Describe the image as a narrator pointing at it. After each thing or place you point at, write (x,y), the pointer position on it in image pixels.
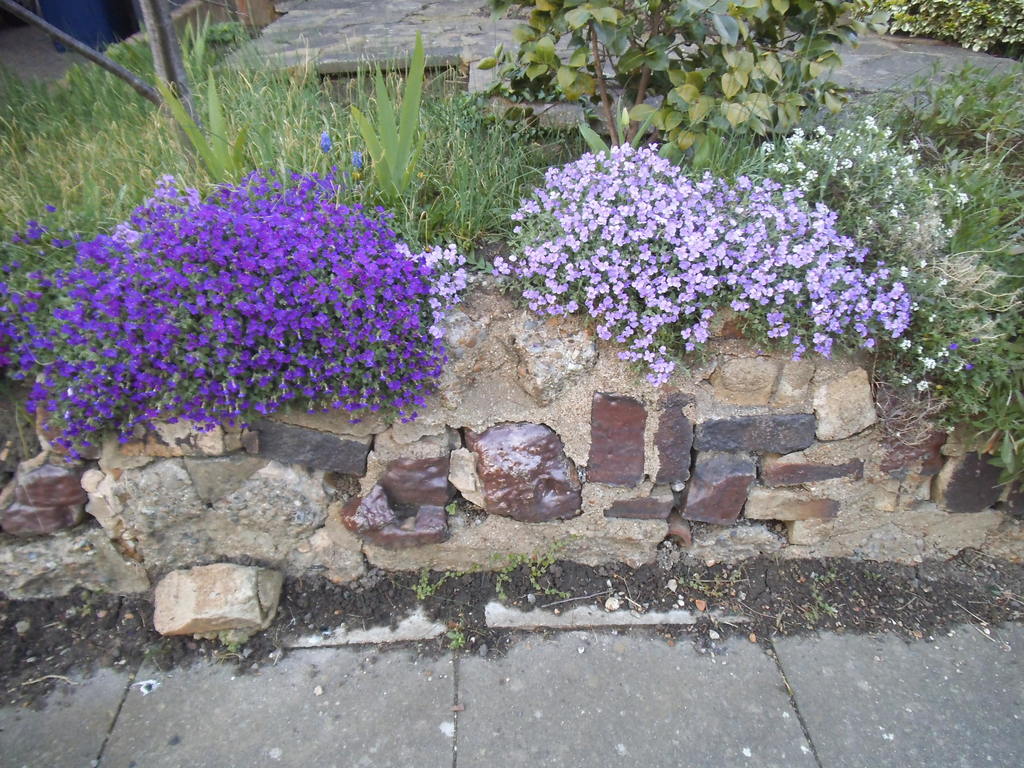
This picture might be taken outside of the city. In this image, in the middle (656,289), we can see a plant (843,254) with some flowers (841,258). On the left side (191,267), we can also see a plant (362,237) with some flowers (383,311). In the background (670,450), we can see some stones (675,449), grass (262,115), trees (736,122), plants (952,217), at the bottom (695,643), we can see a land (780,580).
